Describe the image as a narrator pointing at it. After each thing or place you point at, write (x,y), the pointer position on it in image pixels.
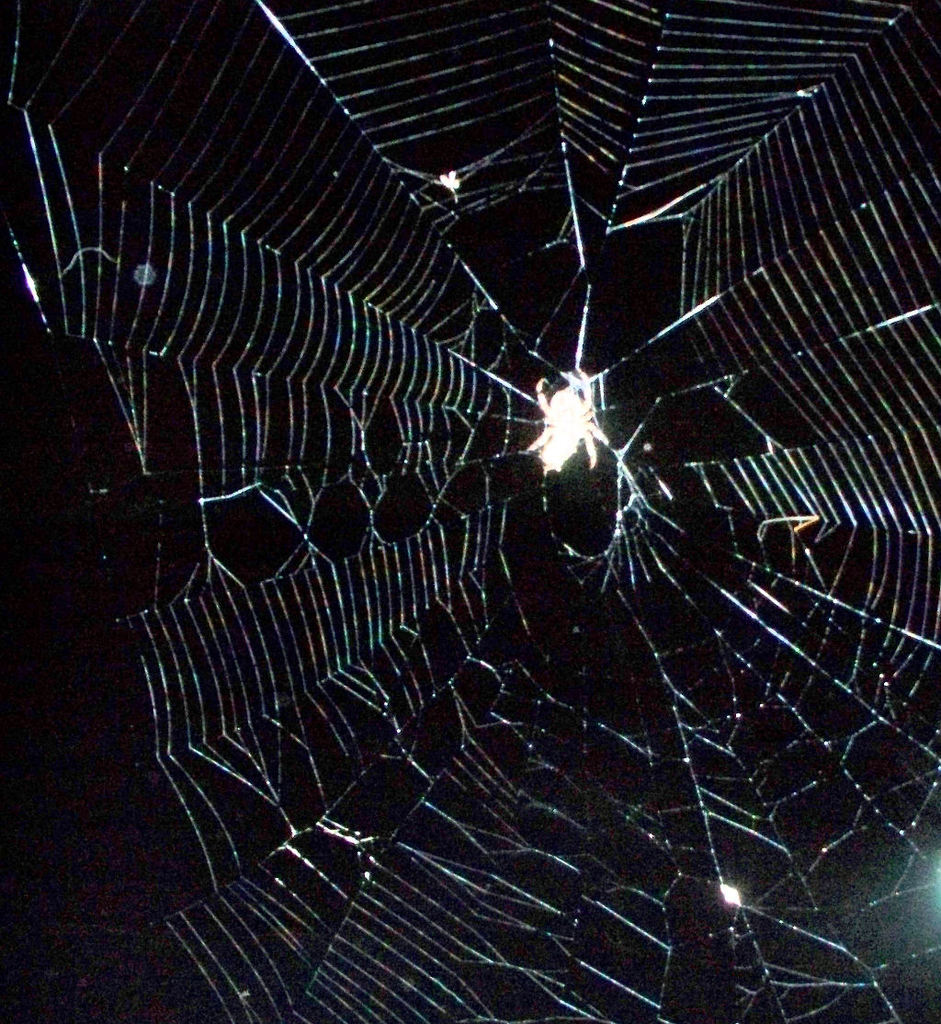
In this image we can see a spider web (511,399) and dark background (553,605).
